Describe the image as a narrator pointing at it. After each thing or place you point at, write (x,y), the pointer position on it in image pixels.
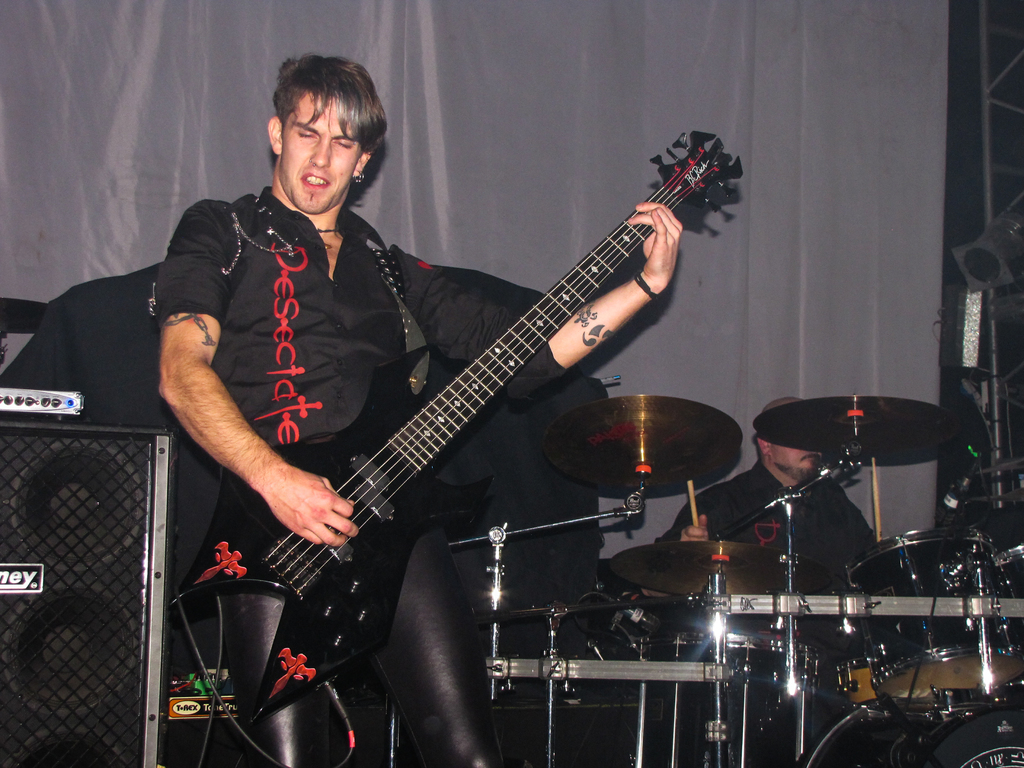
In this picture we can see a man (324,742) standing and playing a guitar (318,587) with his hands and beside to him we can see a man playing drums (798,589), speaker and in the background (178,176) we can see a cloth (591,182).
